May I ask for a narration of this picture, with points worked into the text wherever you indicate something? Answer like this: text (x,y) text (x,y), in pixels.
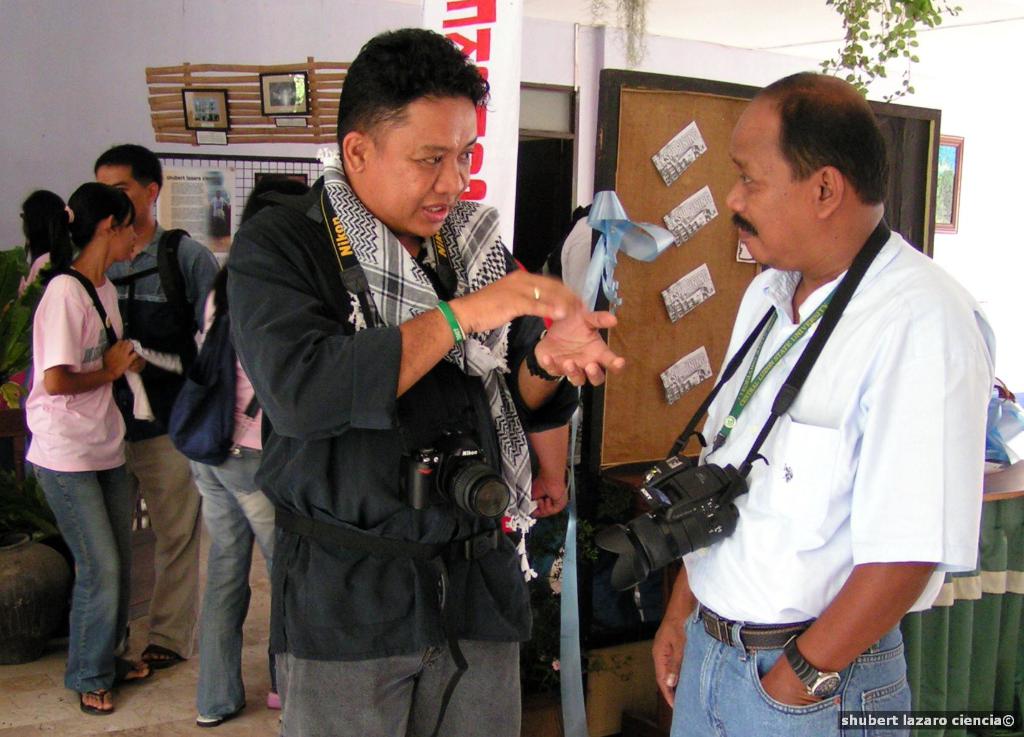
In this image we can see a few people (439,368) standing, among them some are wearing the cameras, also we can see a board (669,272) with some posters (673,315) on it, there is a table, there are some photo frames (273,98) and posters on the wall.
